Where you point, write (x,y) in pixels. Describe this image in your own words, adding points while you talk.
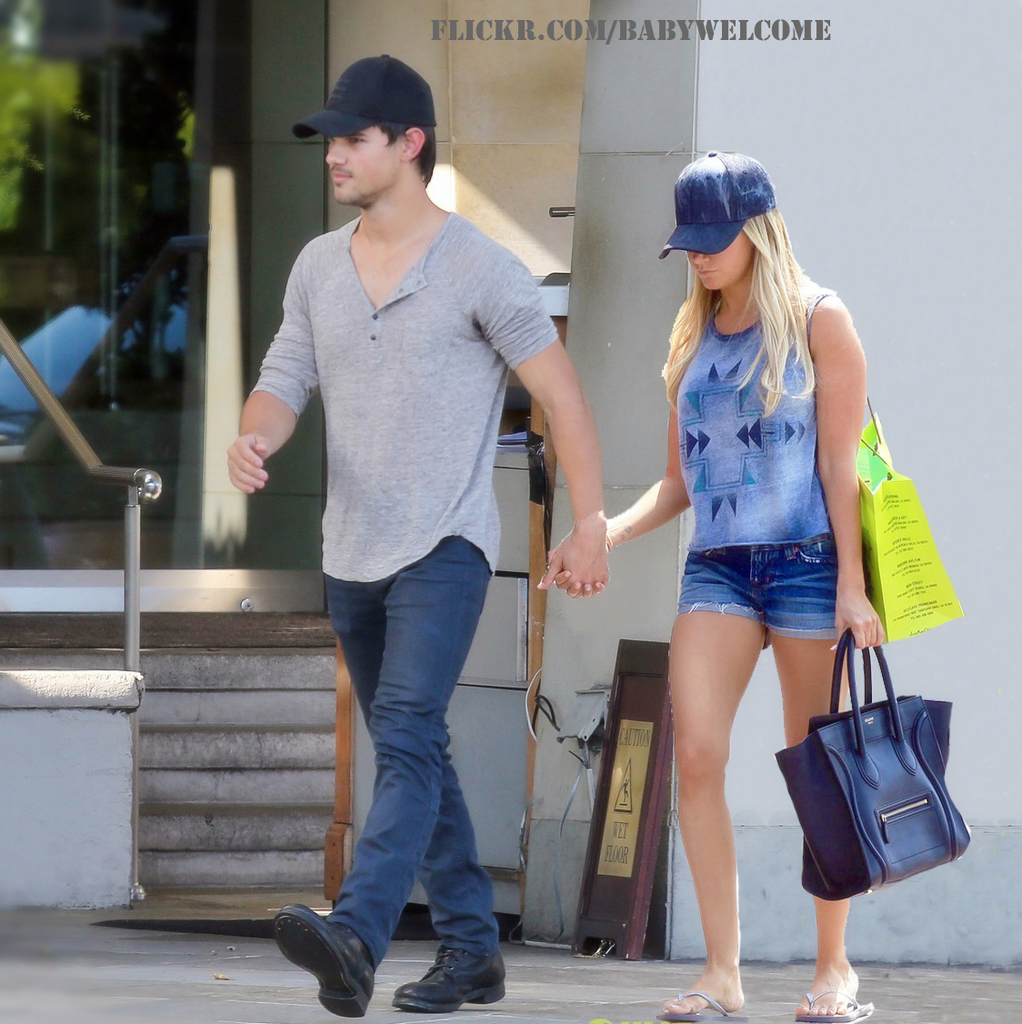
In the image two persons (692,299) are walking. Behind them there is a building (930,681).
